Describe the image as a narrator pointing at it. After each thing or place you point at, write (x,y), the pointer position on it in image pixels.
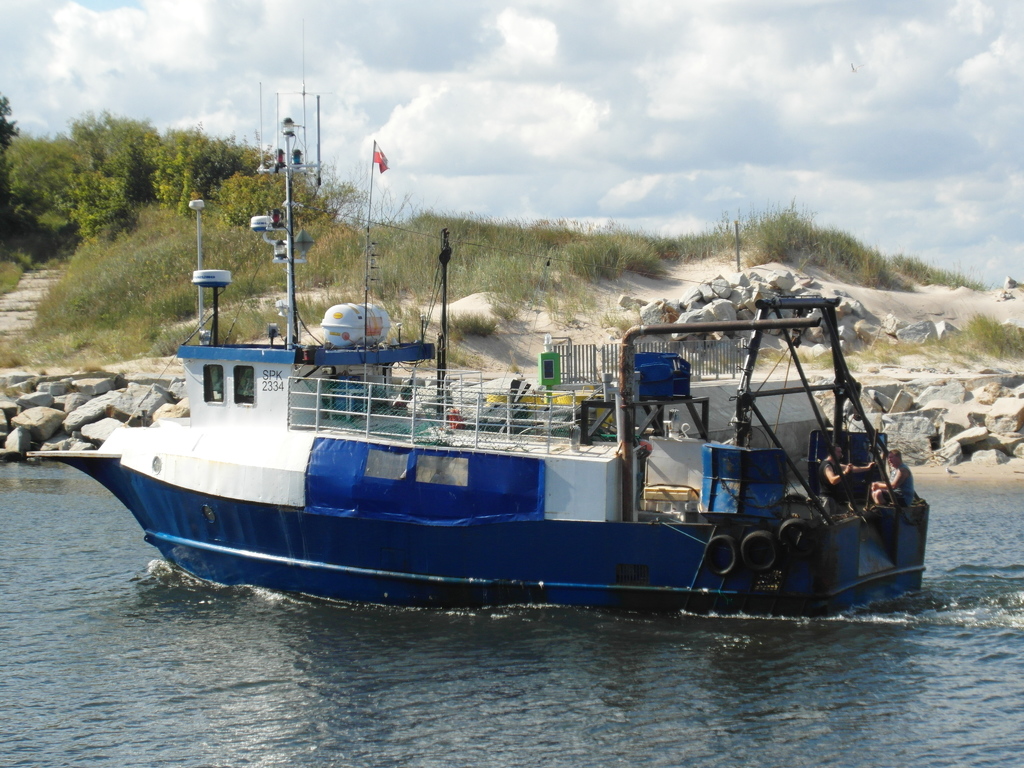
In the image we can see there is a ship (412,567) standing on the water (546,642) and there are tyres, poles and people (874,490) are sitting on the ship (806,490). There are stones (921,454) on the ground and behind there are plants (392,232) and trees (74,188). There is a cloudy sky (516,52).
